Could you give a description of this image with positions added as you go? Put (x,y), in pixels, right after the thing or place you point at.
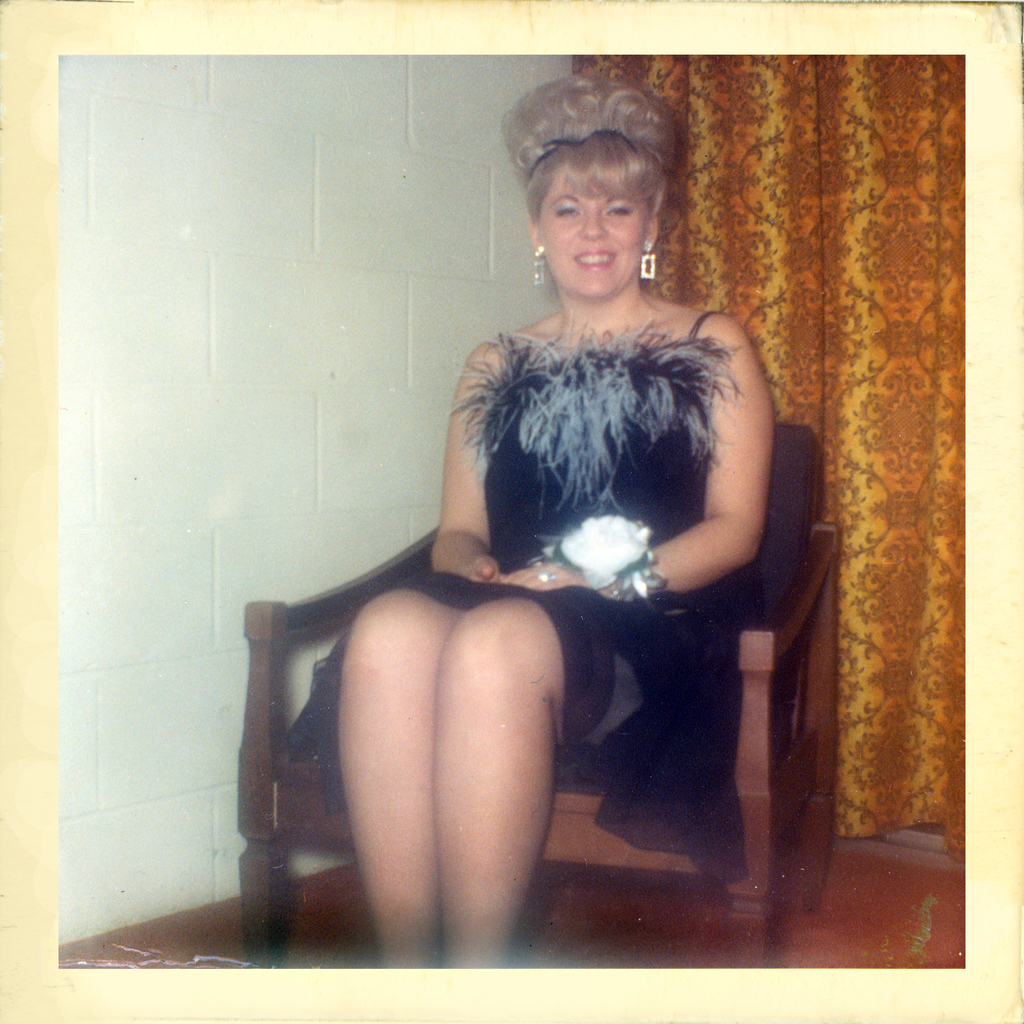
This is a photo and here we can see a lady (608,622) sitting on the chair (591,808) and wearing an artificial flower (612,560). In the background (908,390), there is a curtain (766,285) and we can see a wall (386,331).
